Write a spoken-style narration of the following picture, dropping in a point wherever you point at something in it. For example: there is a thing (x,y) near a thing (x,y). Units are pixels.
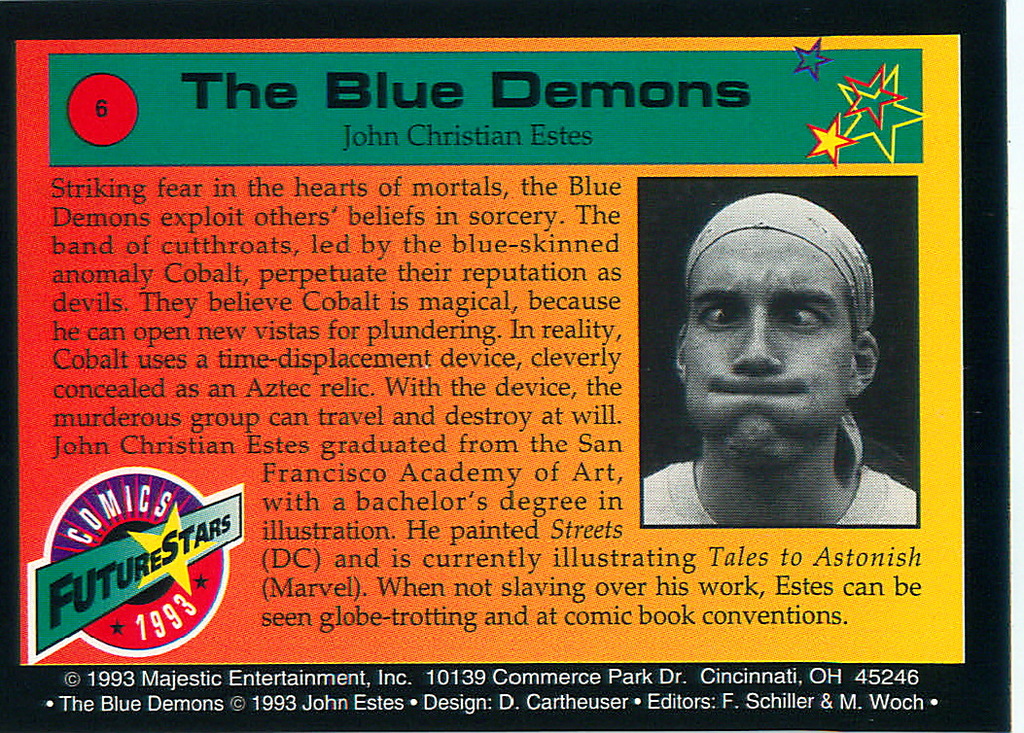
There is a picture of a poster (479,318) as we can see there is a person's picture (743,372) on the right side of this image (740,310), and there is some text (468,277) in the middle (495,338), and there is a logo (157,558) at the bottom left side of this image (142,564).
